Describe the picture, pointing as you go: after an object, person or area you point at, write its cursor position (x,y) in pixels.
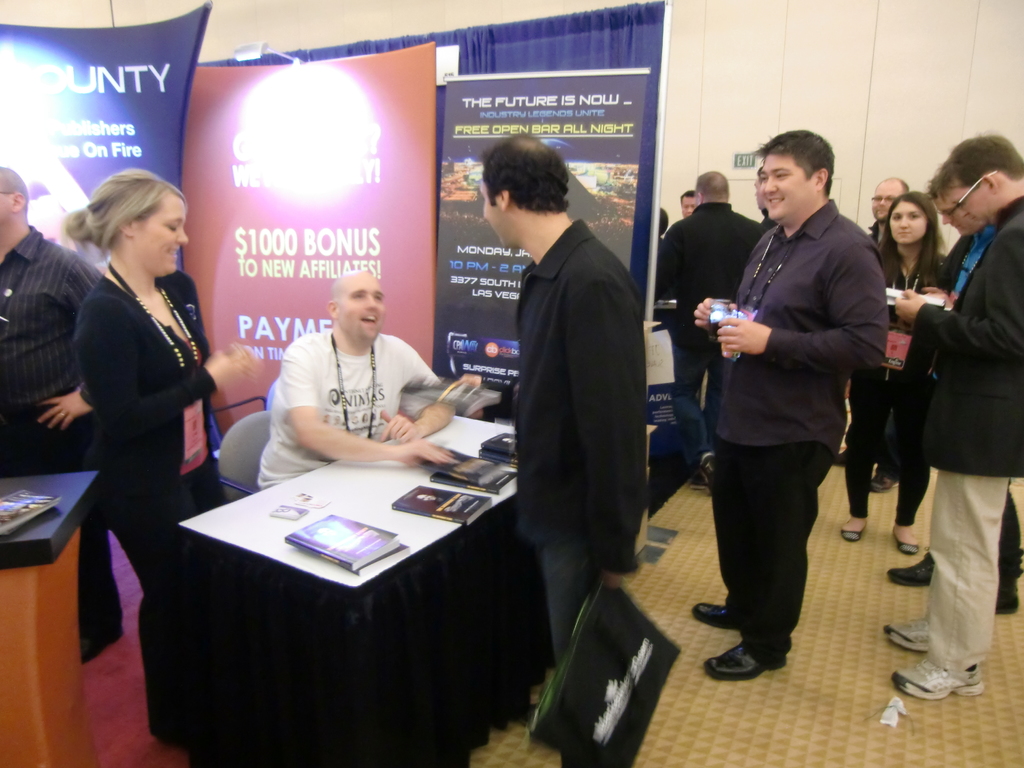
It is an Expo a man (398,431) is sitting in front of the table (394,526) there are some books (468,484) in front of him behind him there are some posters (289,114) there are few people (785,371) standing, a woman (167,399) standing beside that man (312,462) is laughing, in the background (542,32) there is a blue curtain (602,21) and a wall (709,72).
